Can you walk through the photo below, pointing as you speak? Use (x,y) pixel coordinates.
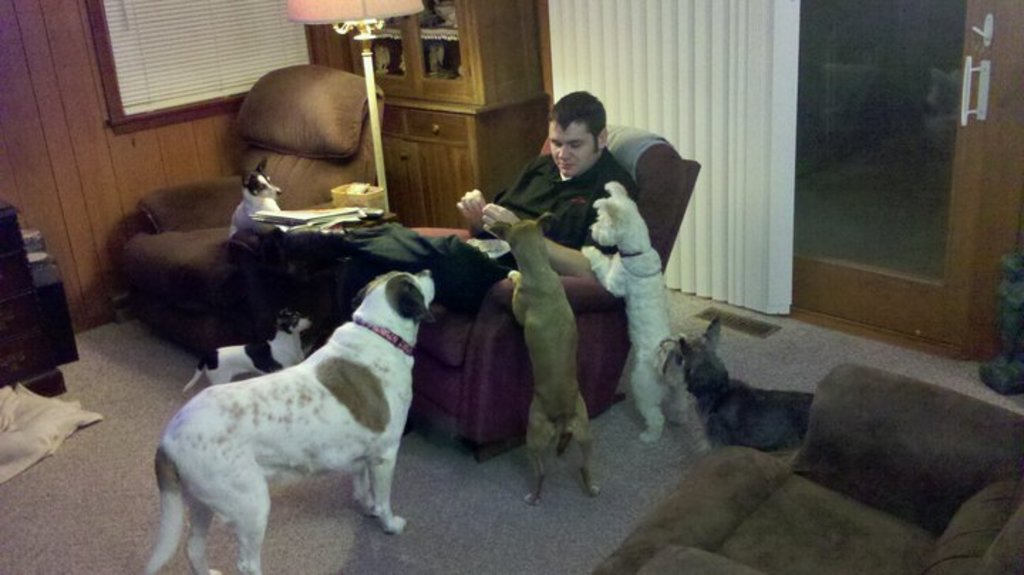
This Picture describe about the inside view of the living room (425,322) in which a man (547,203) wearing black shirt (537,212) and pant (472,262) is sitting on the relaxing sofa (465,366) and five dog (632,318) are around him waiting for something from his hand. Another small dog (252,178) is sitting on the other relaxing sofa (213,231) beside him. On The background (374,50) we can see a wooden wardrobe (415,111) and wooden panel wall (11,199) with a glass window (171,86) placed in it. Behind we can see the wooden door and a window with white blinds (767,308) and a carpet (481,536) on the flooring (777,316).
